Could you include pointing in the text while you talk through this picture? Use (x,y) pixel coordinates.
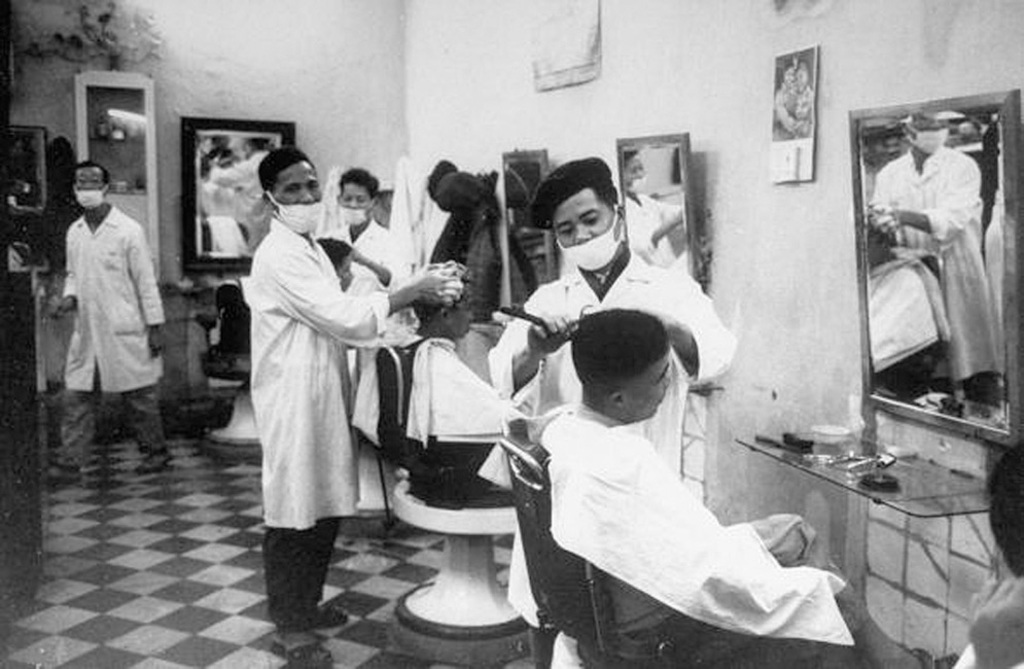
This is of a black and white image. I can see a group of people (314,280) standing and some people (488,398) are sitting on the chair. It looks like a barber shop (328,392). There are mirrors (897,189) attached to the wall (928,58). This is a glass desk (904,492) where some objects (865,460) are placed on it. There are some photo frames (803,66) which are attached to the wall (851,47).
